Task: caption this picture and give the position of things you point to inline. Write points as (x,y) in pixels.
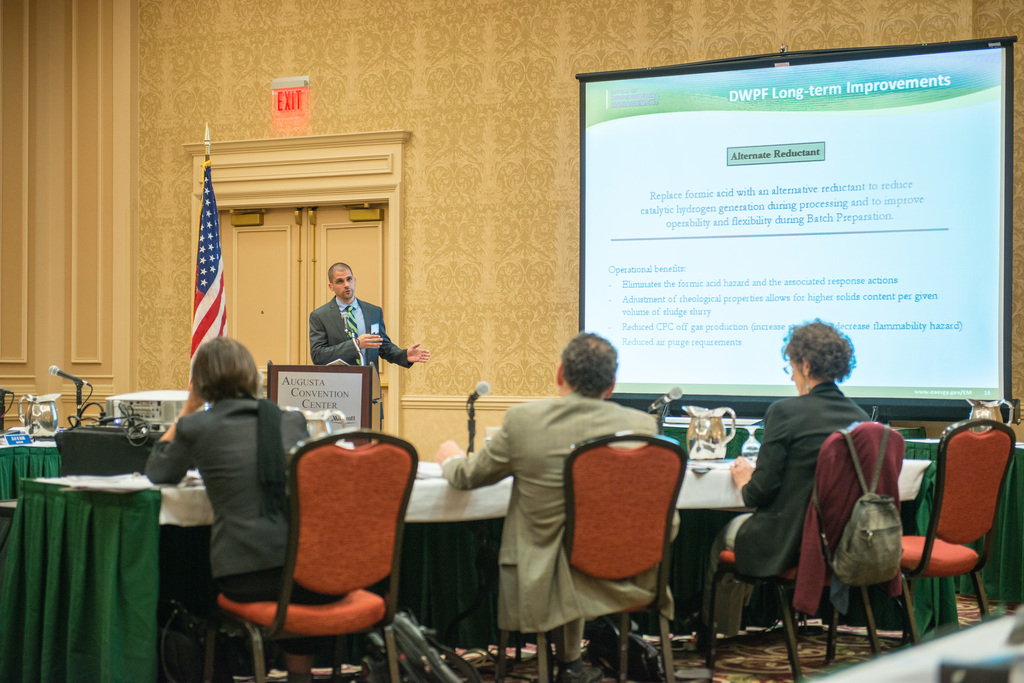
In this image I see 3 of the persons (187,457) sitting on the chair (379,449) and one of them standing over here. I can also see that there are tables (72,584) in front (74,597) and there are mics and jugs (699,446) and few things (141,425) on it. I can also see there is a flag (211,323). In the background (94,344) I see the wall (59,354), door (236,202) and the screen (870,138).
